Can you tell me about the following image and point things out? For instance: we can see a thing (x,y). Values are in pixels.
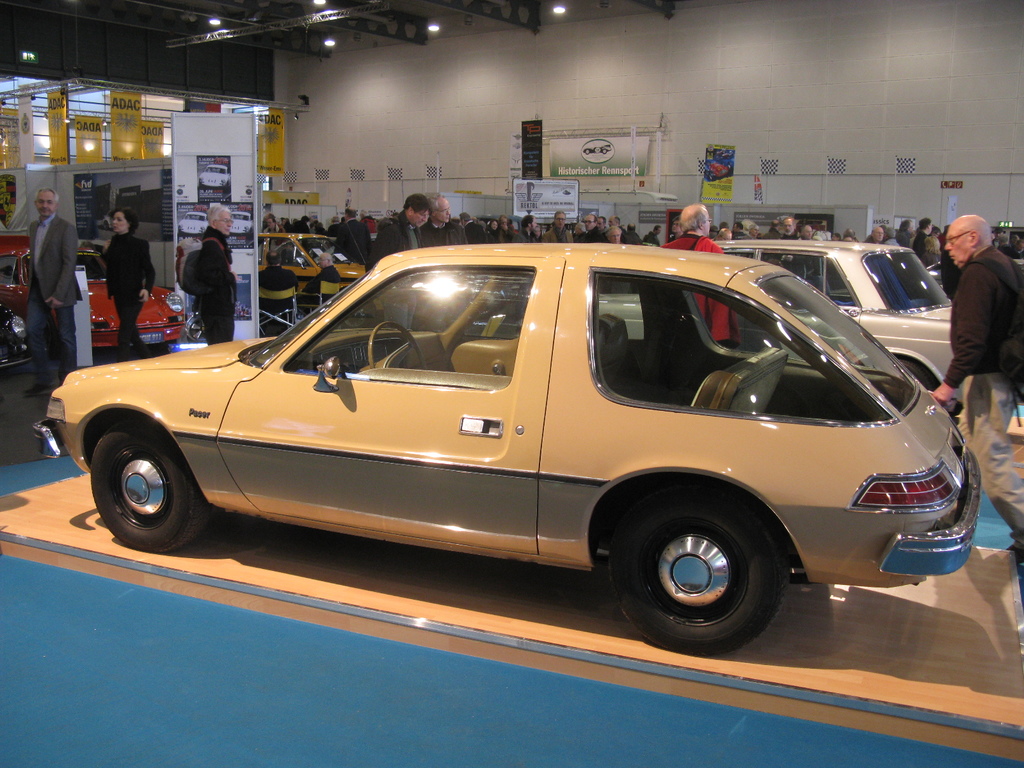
In this picture I can see the inside of a room (633,69) and in the middle of this picture (406,281) I see number of cars (459,297), people (219,261) and few boards (254,186) on which there is something written. On the top of this picture (217,19) I see the lights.
